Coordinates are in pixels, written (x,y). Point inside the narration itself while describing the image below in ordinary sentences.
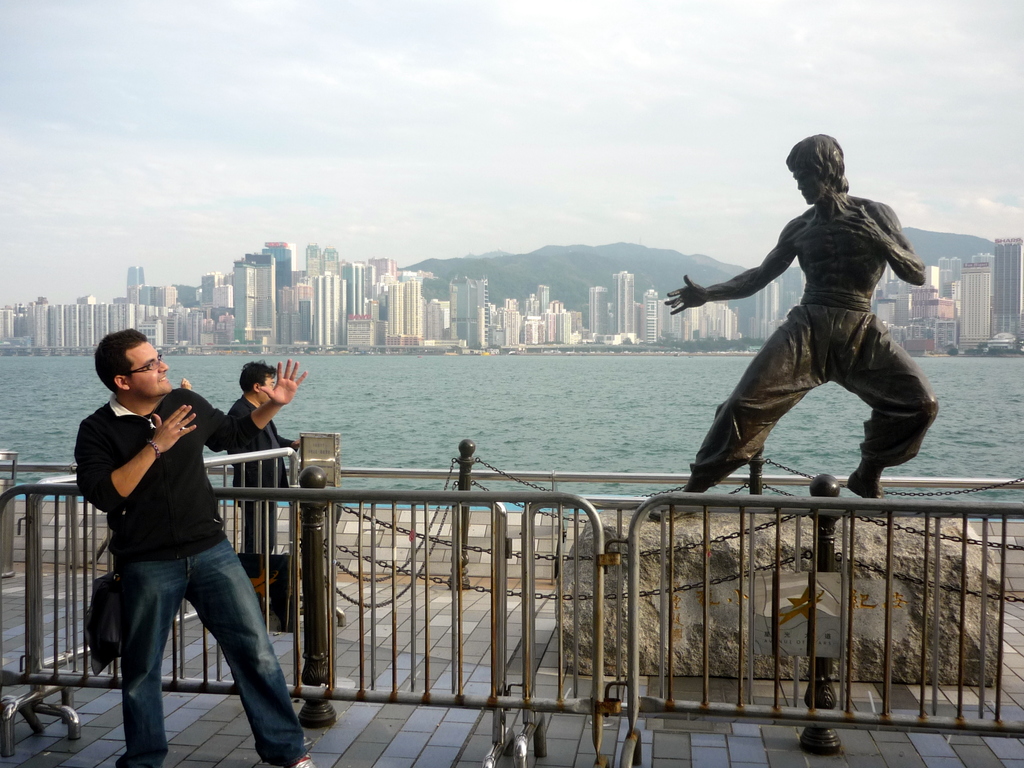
In this picture we can see few people (197,516) and a statue (802,330), in front of them we can find few metal rods (493,552), chains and a rock (695,597), in the background (582,406) we can see water (617,380), few buildings (664,332) hills (554,292) and clouds (258,228).
